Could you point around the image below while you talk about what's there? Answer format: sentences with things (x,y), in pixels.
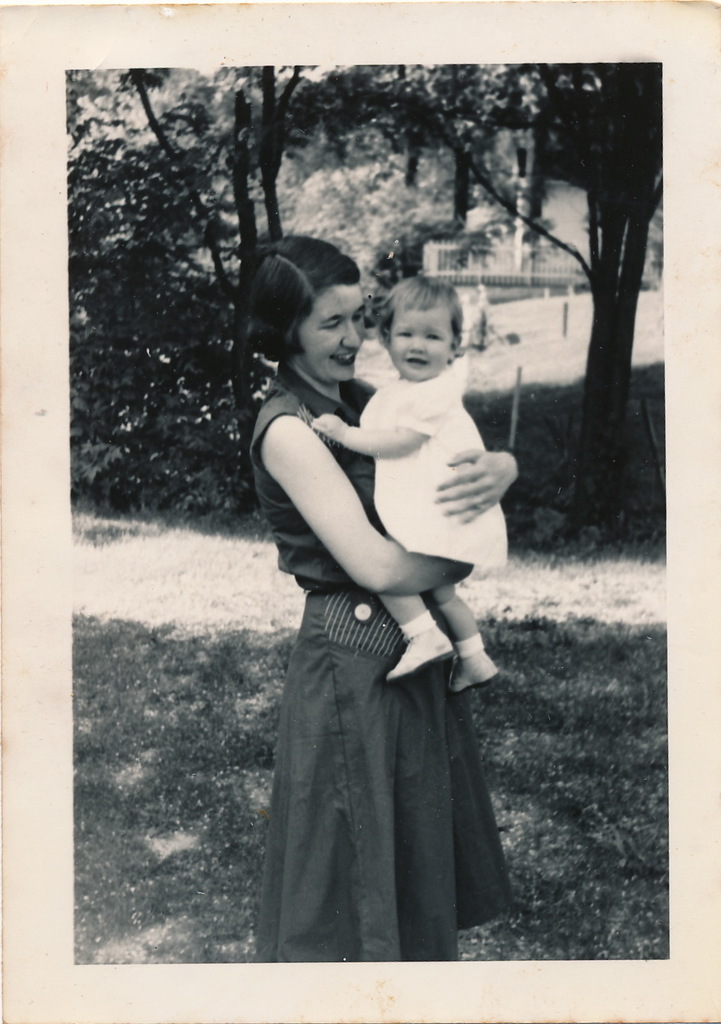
In this picture we can see photo (388,267), on this photo (374,248) there is a woman (307,754) standing and holding a baby (380,443) and smiling and we can see grass (534,678). In the background (530,124) we can see trees (195,280).
